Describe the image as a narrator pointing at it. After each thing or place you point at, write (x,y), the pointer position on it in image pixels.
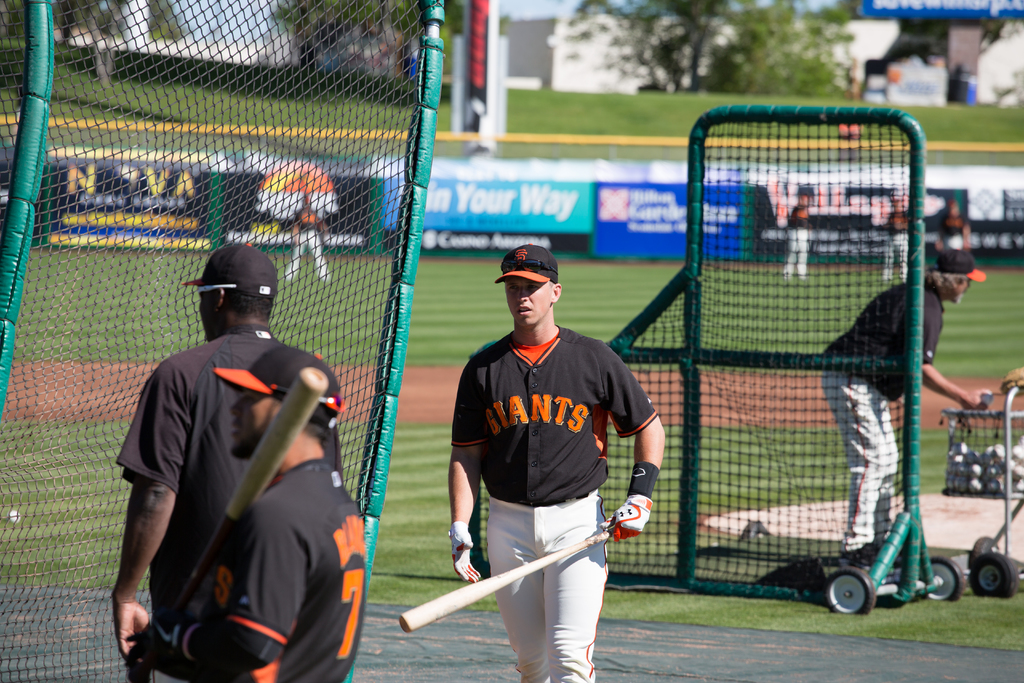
In this image, there are a few people (851,375). Among them, some people (851,375) are holding objects (246,506). We can see the ground (606,642) with some grass (807,618) and objects (997,576). We can also see some green colored objects (774,399) with the net (171,271). We can also see a trolley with some balls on the right (982,596). There are a few trees (726,41), some white colored objects (608,47) and poles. We can also see the sky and some boards (481,69) with text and images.
